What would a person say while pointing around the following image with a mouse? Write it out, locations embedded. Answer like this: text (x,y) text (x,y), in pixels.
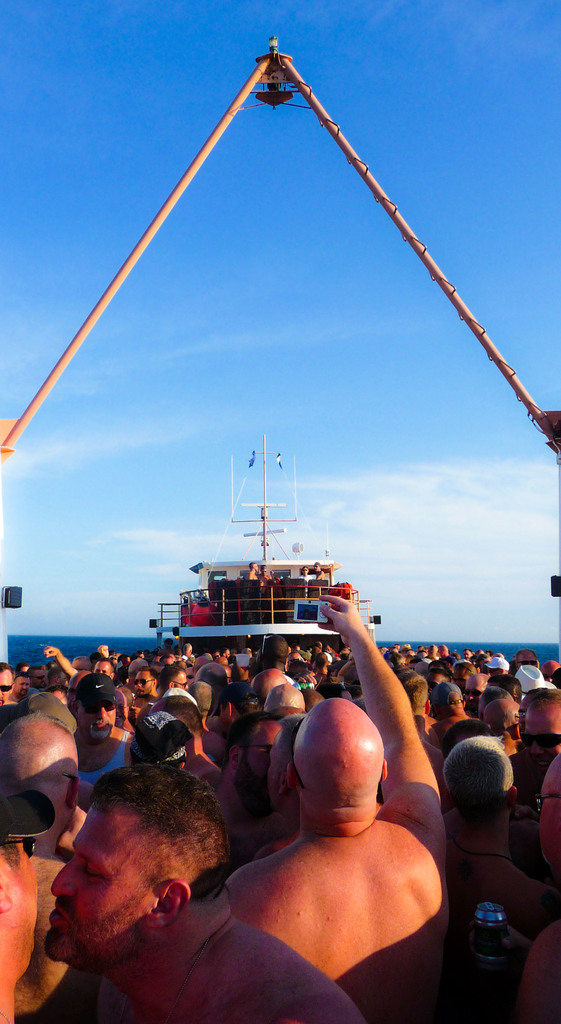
In this image, we can see a group of people (397,687). In the middle of the image (349,601), we can see a person (393,875) standing and holding the camera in his hand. In the background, we can see a boat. In the boat (353,593), we can see a group of people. On the right side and left side, we can see the pole (265,62). At the top (236,271), we can see a sky (223,289).
